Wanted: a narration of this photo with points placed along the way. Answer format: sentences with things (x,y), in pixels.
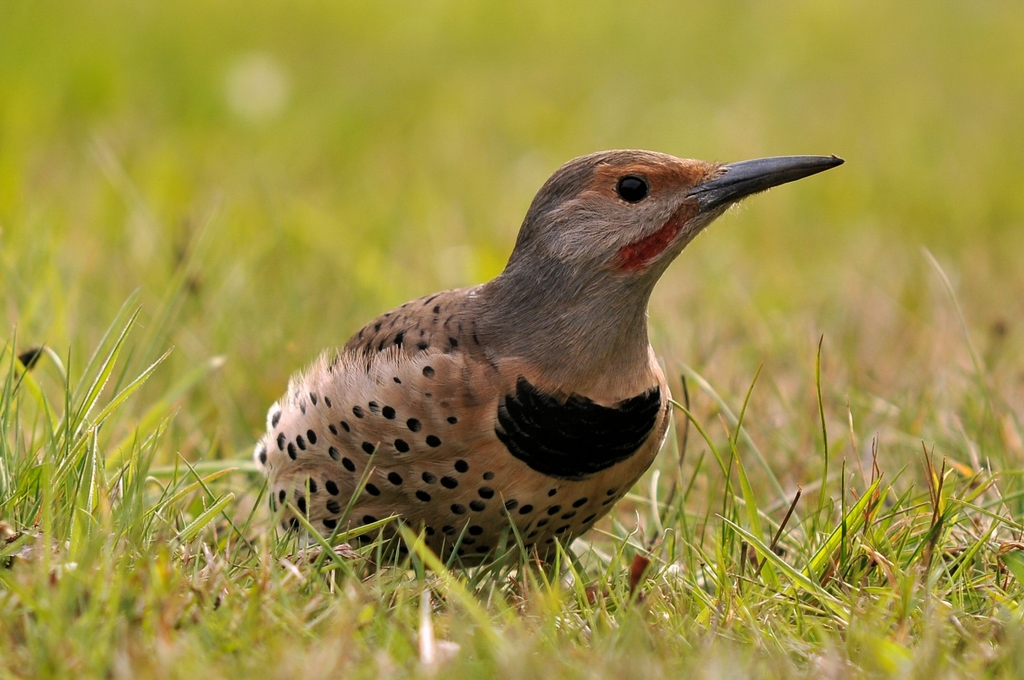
In this image we can see a bird (564,490) on the grass (395,592).
